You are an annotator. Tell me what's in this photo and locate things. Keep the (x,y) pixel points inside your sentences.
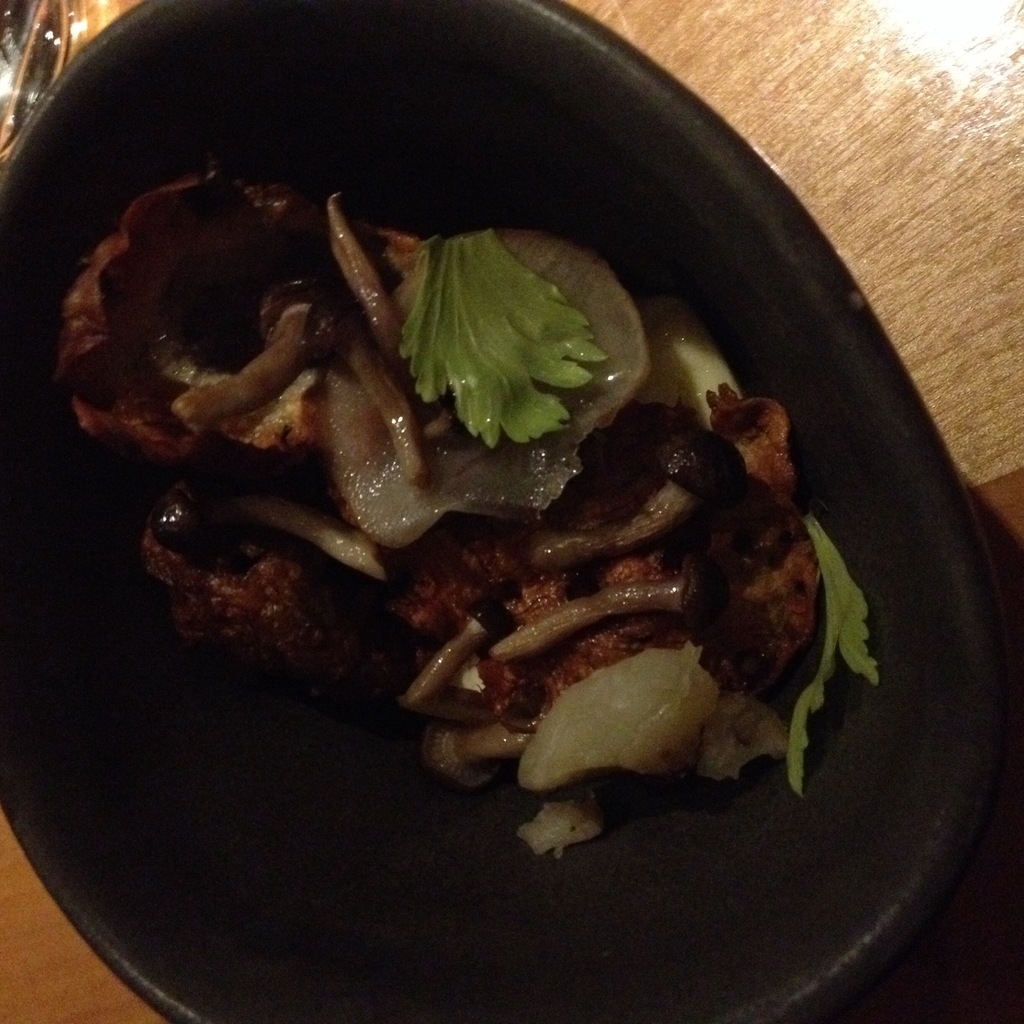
In the foreground of this image (139,922), there is some food (474,659) in a black bowl (220,952) which is on a wooden surface (917,228).
